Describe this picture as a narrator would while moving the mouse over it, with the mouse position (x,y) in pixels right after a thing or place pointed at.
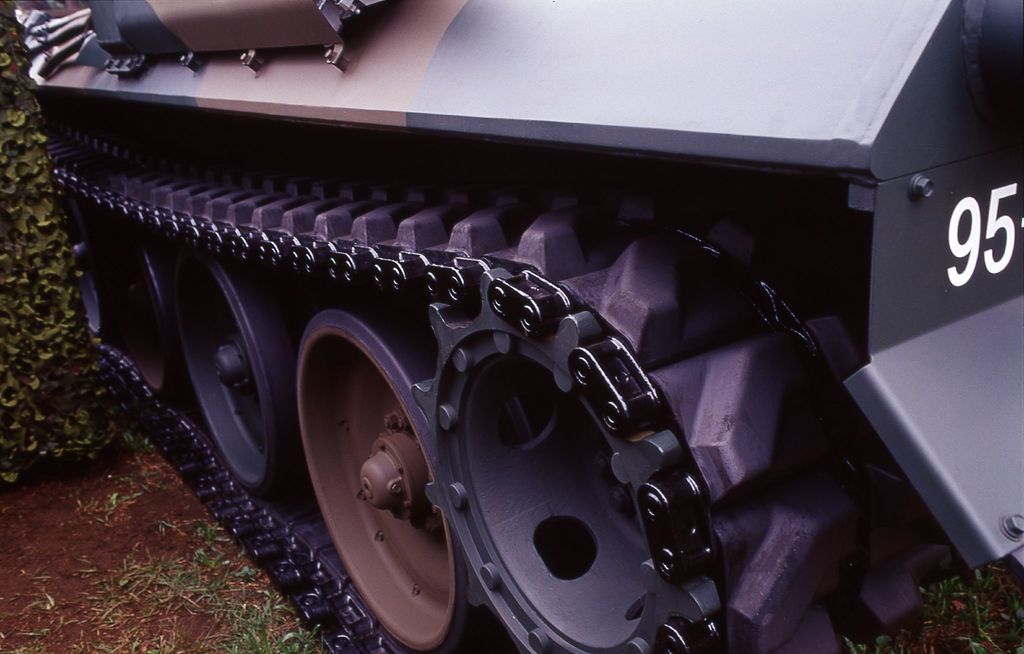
It is a zoomed in picture of vehicle wheels (437,395) with the chain (663,555). We can also see the numbers (1007,221) on the vehicle (825,305). On the left (52,383) we can see the grass (180,584) and also the plant (55,330) and soil (79,567).
